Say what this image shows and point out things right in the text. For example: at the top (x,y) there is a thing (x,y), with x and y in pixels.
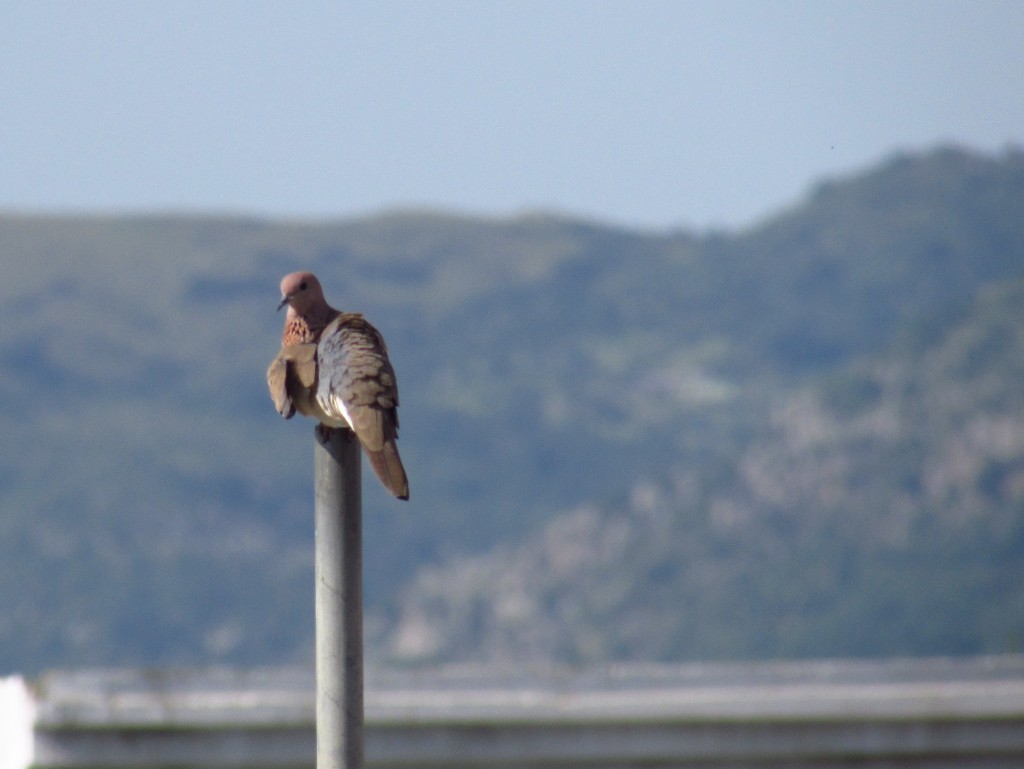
In this image we can see a bird (352,383) on the pole (344,590). In the background (713,381), we can see greenery (801,320). At the top of the image (551,82), we can see the sky (811,39). It seems like a wall (668,701) at the bottom of the image (952,703).
